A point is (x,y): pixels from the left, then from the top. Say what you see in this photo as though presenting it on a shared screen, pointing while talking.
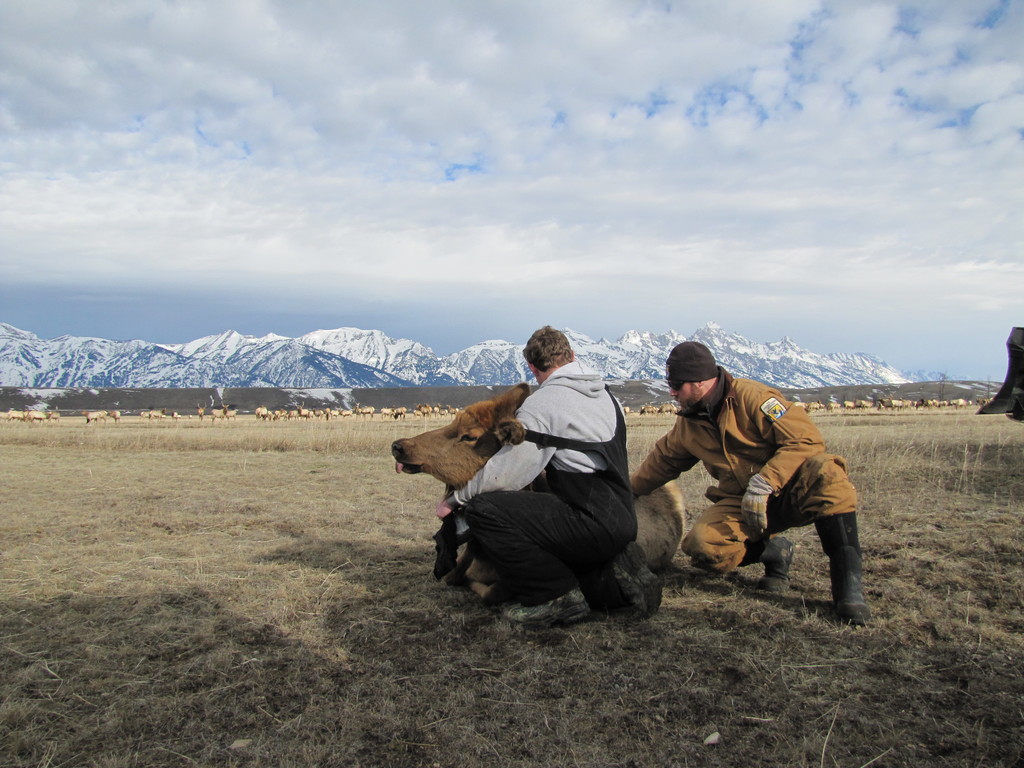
There are two people (511,458) sitting like squat position and we can see animal (643,526) on grass (397,569). Background (949,405) we can see animals (934,401), hills (43,377) and sky (654,147).
